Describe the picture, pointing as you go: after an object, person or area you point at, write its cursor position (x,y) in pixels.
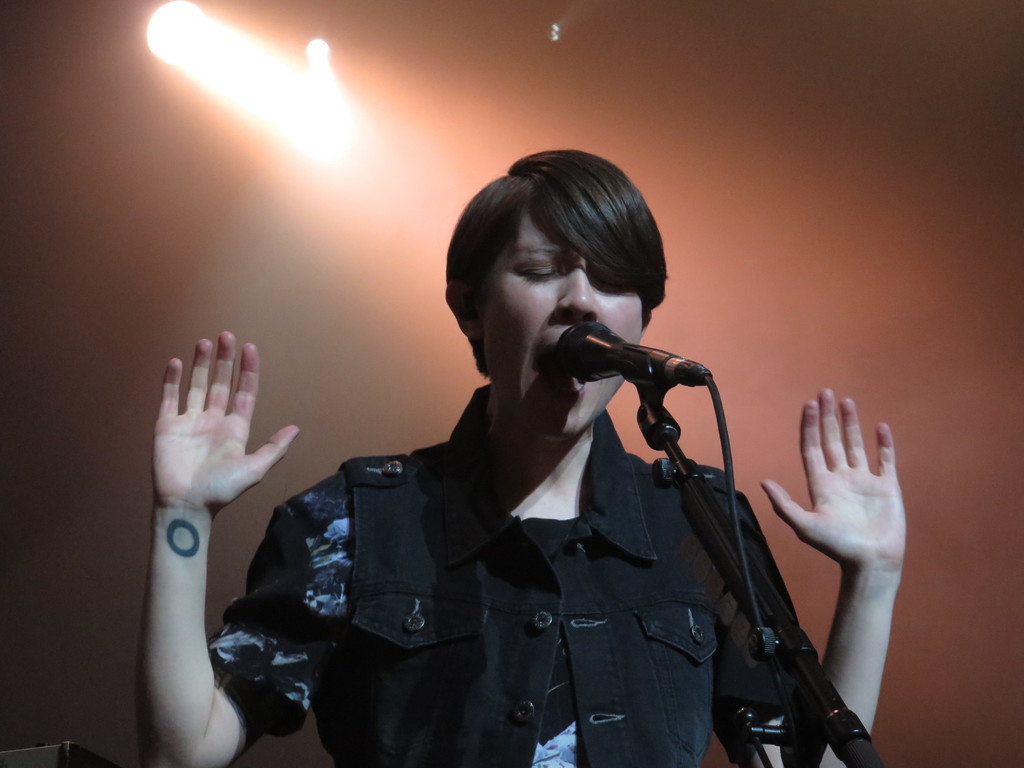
In this image there is a person (379,461) singing into a mic (654,369) in front of him with cable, at the top of the image (252,69) there are focus lights (287,84).
